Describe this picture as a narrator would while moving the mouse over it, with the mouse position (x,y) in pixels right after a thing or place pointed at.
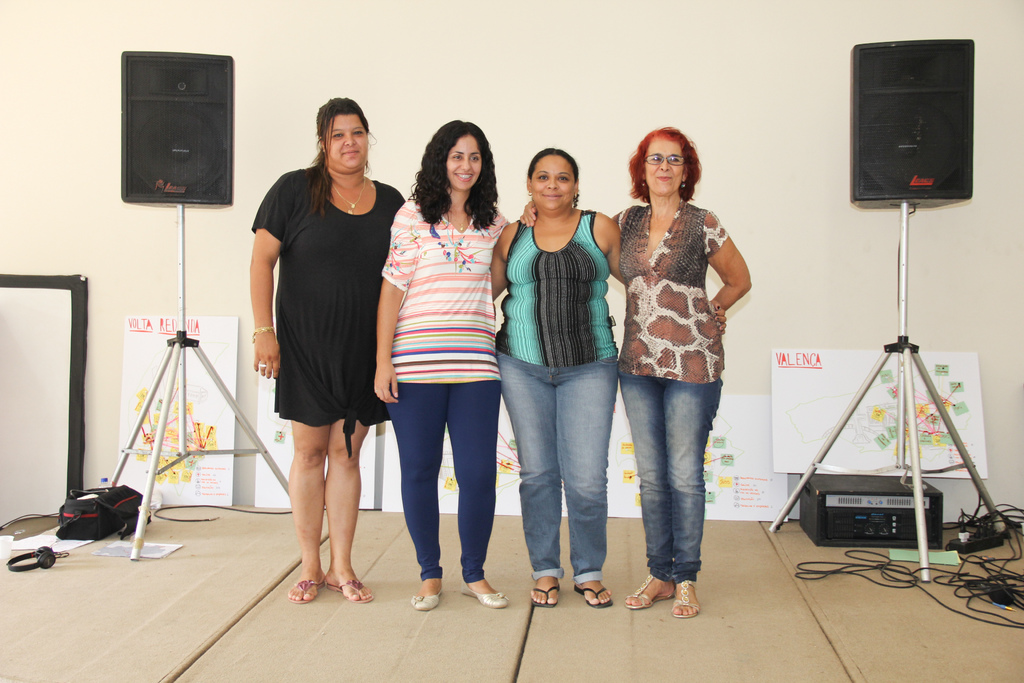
In this image we can see a few people (633,243) standing and posing for a photo and there are two speakers (213,151) and we can see some boards (199,490) with the text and pictures (277,440). There are some objects (900,545) on the floor (939,619) and we can see the wall (180,49).
